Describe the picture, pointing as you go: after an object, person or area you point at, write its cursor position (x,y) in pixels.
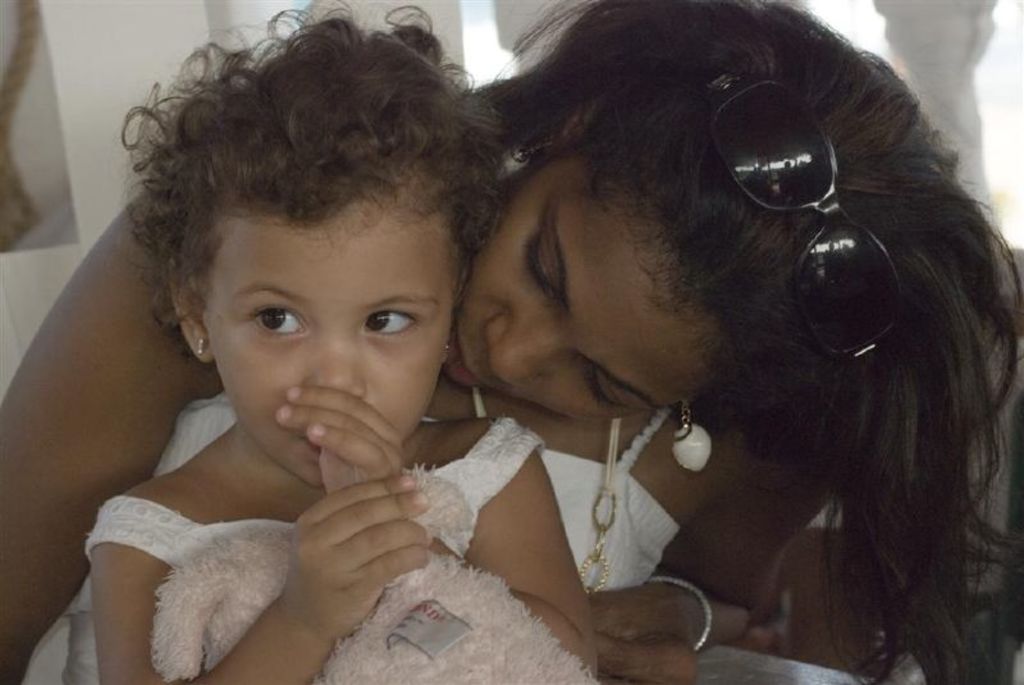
In the center of the image (555,357) we can see one woman (637,403) sitting and she is holding one kid (579,618). And we can see she is wearing sunglasses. And we can see the kid (560,624) is holding some object (504,639). And they both are in white color costumes (618,575). In the background (91,8) there is a wall (135,35), a rope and a few other objects (888,16).
